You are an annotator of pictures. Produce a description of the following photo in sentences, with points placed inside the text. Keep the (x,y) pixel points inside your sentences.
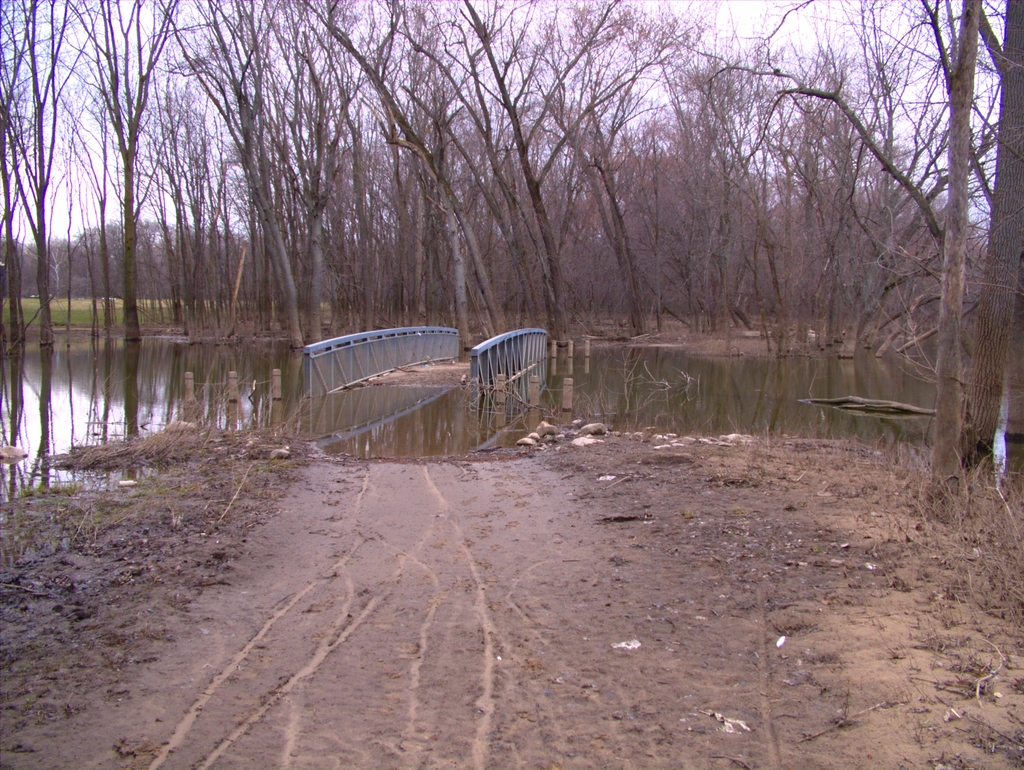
In the center of the image (512,363) we can see a metal bridge (497,363). In the background (113,234), we can see a group of trees (362,250) and sky (783,39).
